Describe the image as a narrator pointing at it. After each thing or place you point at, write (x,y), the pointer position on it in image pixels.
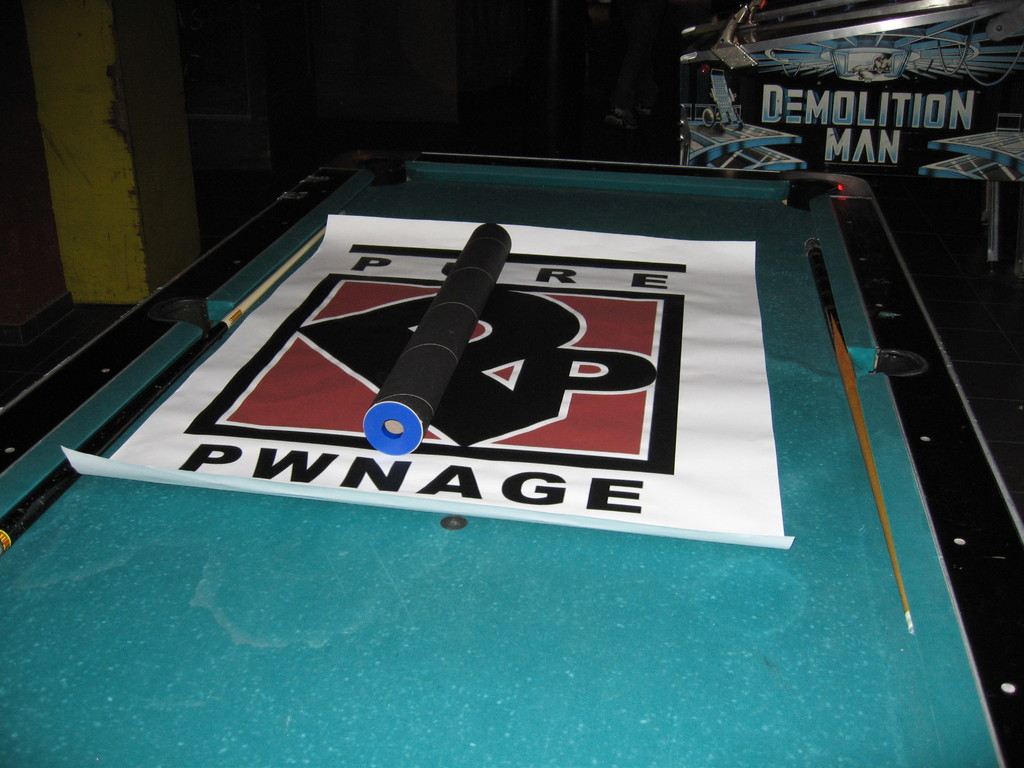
In this image there are snooker cue sticks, banner (478,420), and an object (372,413) on the snookers board (114,688), and in the background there is a board (749,166).
